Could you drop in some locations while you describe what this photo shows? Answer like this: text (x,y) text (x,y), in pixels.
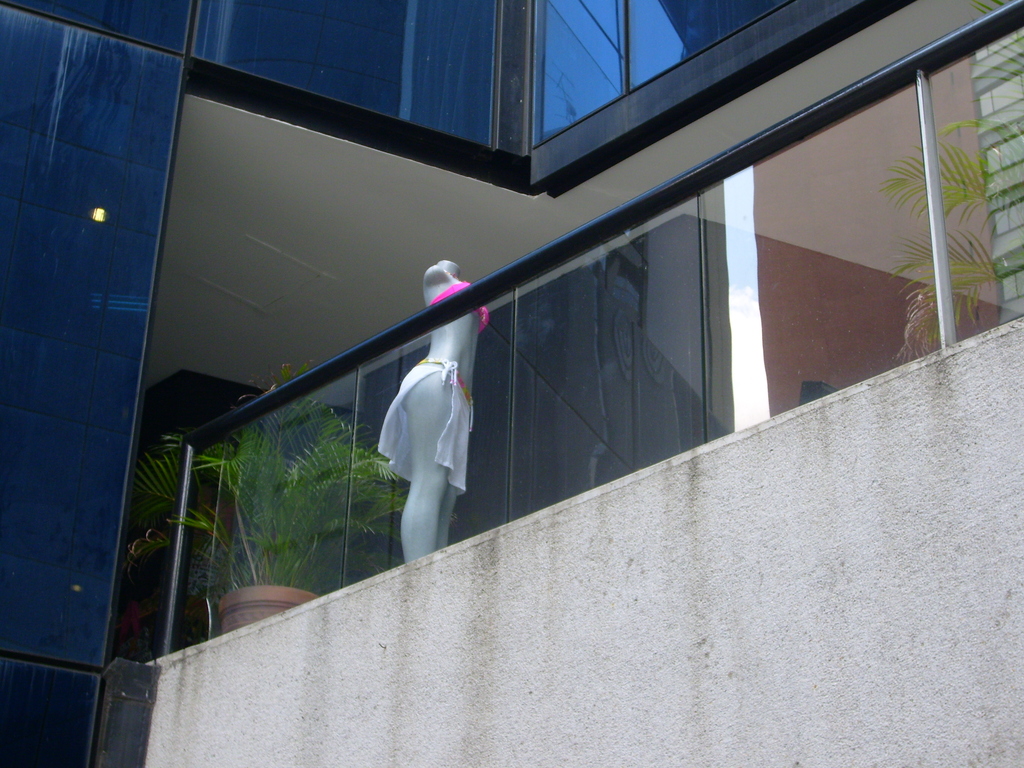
In the foreground of this picture (645,620), there is a wall (646,624) and a railing (557,378). Behind railing (569,345), there are plants (384,468) and a mannequin (428,454). On the top (498,65), there is wall (308,46) of a building (120,56).
